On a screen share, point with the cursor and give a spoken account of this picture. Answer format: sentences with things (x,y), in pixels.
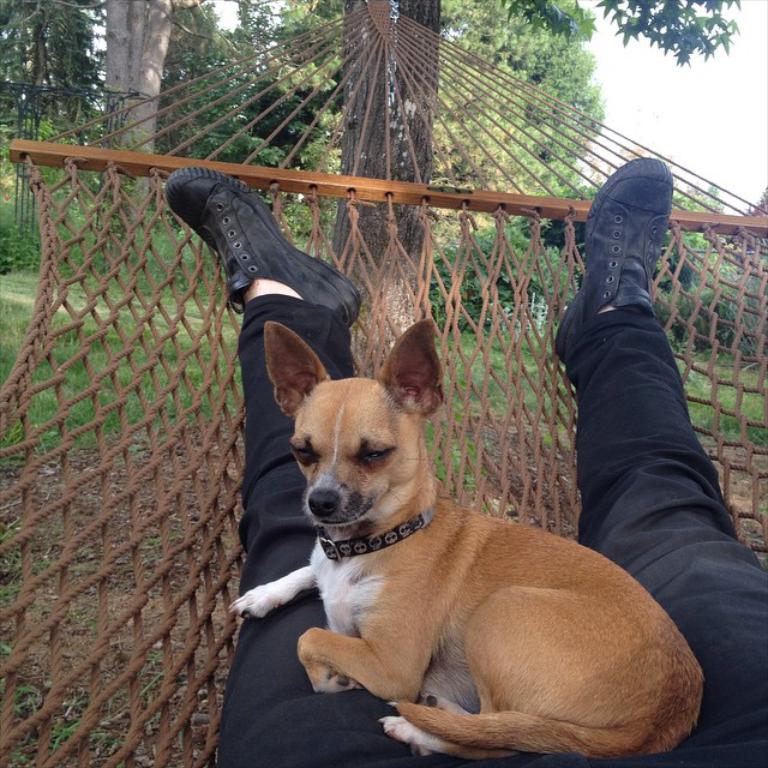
In this image we can see a person (311,535) and dog (322,495) lying on the hammock (215,512) tied to a tree (412,118). In the background (308,113) there are trees (420,80), grass (136,305) and sky (662,98).
